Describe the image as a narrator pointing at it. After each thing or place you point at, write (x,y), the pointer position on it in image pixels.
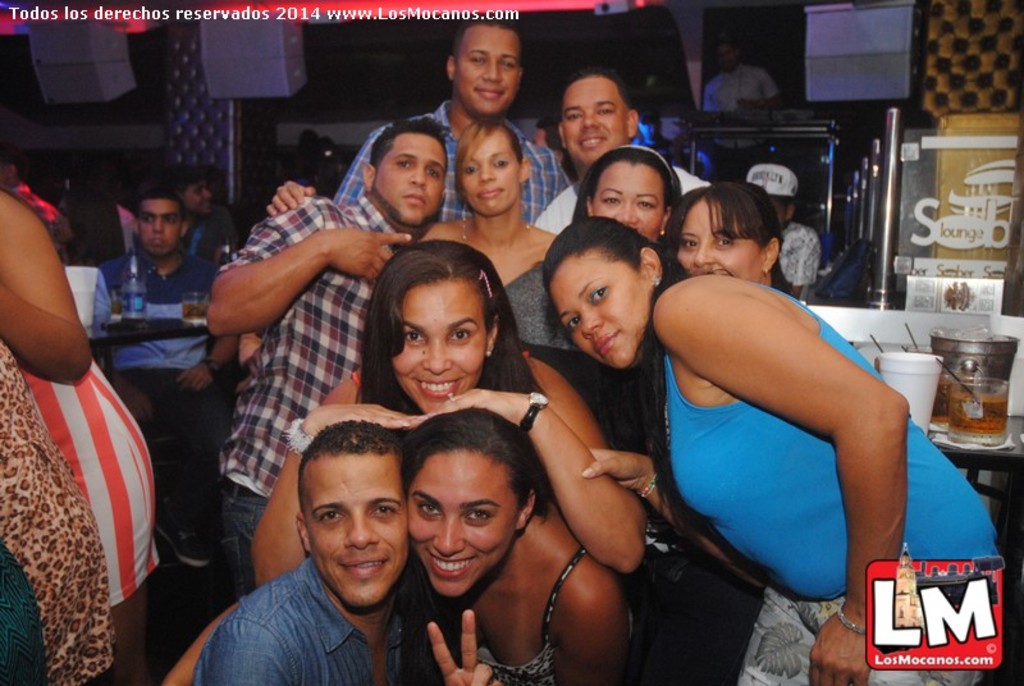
In this image I see a group of people (138,649) and few of them are smiling. In the background (124,325), I see a table (182,326) and there is a bottle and a glass (187,314) on it and there are also few people (184,281) over here.
